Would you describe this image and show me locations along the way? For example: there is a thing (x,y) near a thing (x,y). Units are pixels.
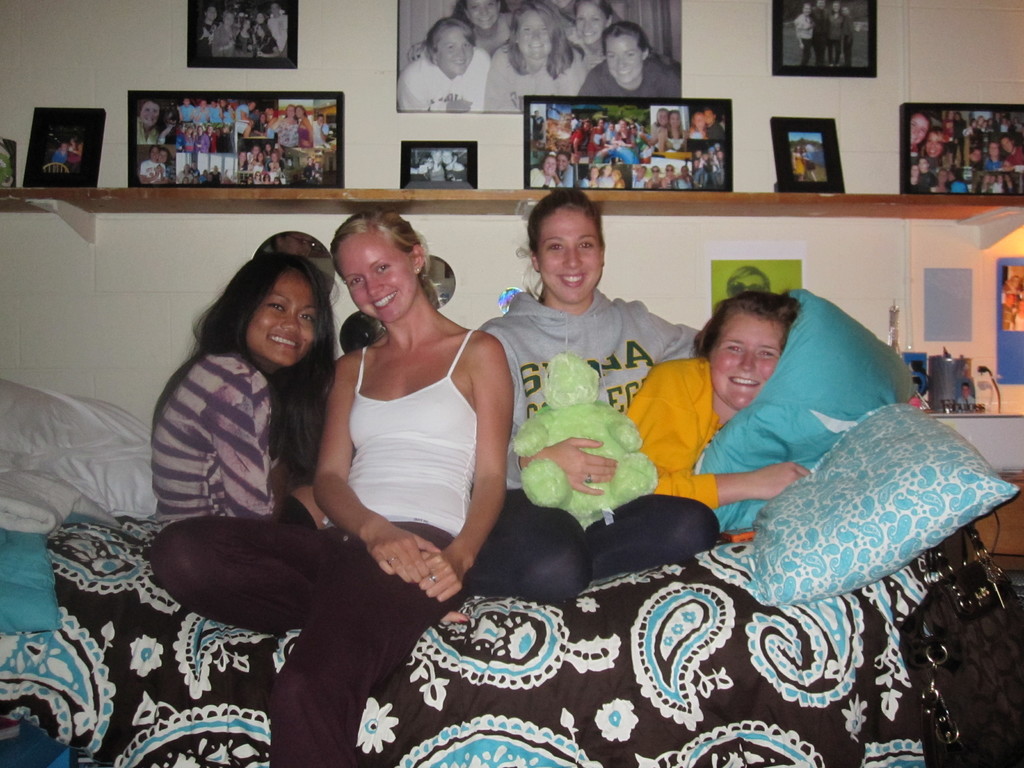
In this image, we can some persons (500,330) on the bed (248,648). The person (541,372) who is in the middle of the image (570,331) holding a teddy bear (582,411) with her hand (570,461). There are photos (426,71) on the wall (757,39). There are some photos (799,160) on the shelf (97,195). There are pillows (44,425) on the left (32,499) and on the right side of the image (893,431).
